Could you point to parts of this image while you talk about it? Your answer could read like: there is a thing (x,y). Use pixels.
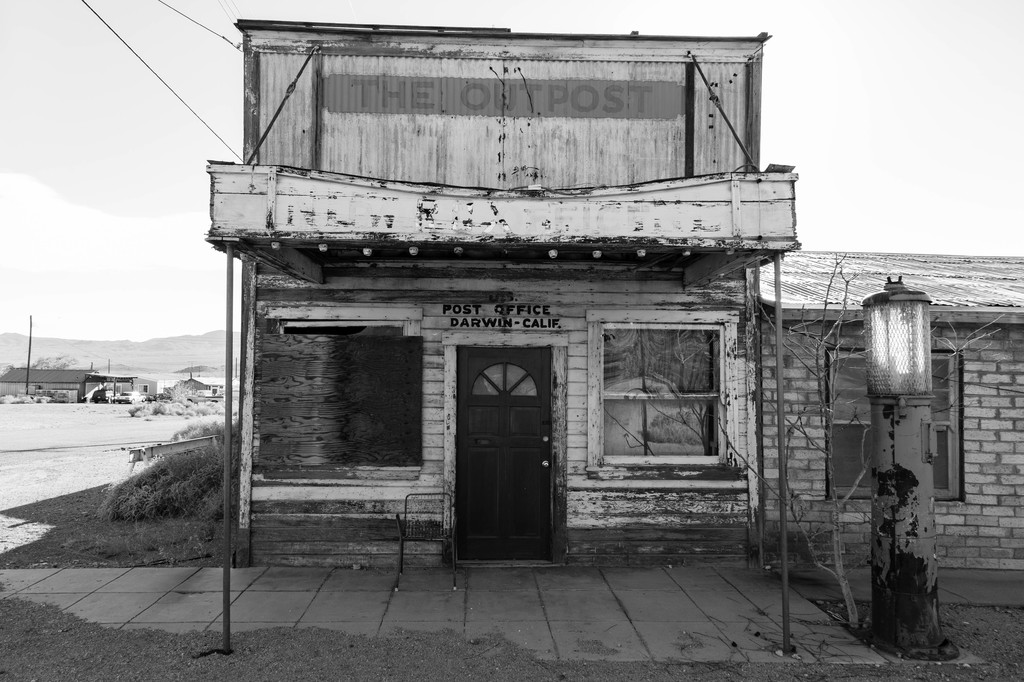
In the foreground of the picture (726,206) I can see a house (968,415). I can see the door (467,415) and windows (857,408) of a house (982,472). It is looking like a lamp (887,362) on the right side (923,335). There are houses (35,379) on the left side (224,381). In the background (149,347), I can see the hills (200,343). There are clouds (47,319) in the sky (129,131).
